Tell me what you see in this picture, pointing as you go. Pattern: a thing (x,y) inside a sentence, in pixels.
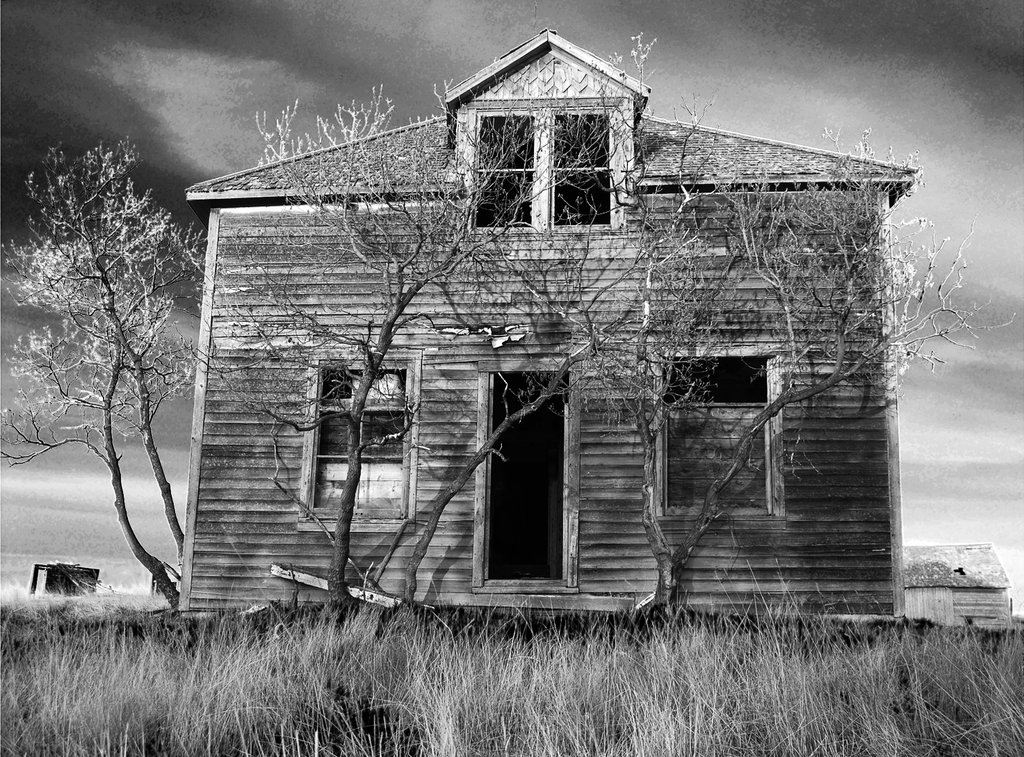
In this picture I can see grass (550,689) in the foreground (567,708). I can see house (598,427) in the middle (595,392). I can see trees (403,248).
